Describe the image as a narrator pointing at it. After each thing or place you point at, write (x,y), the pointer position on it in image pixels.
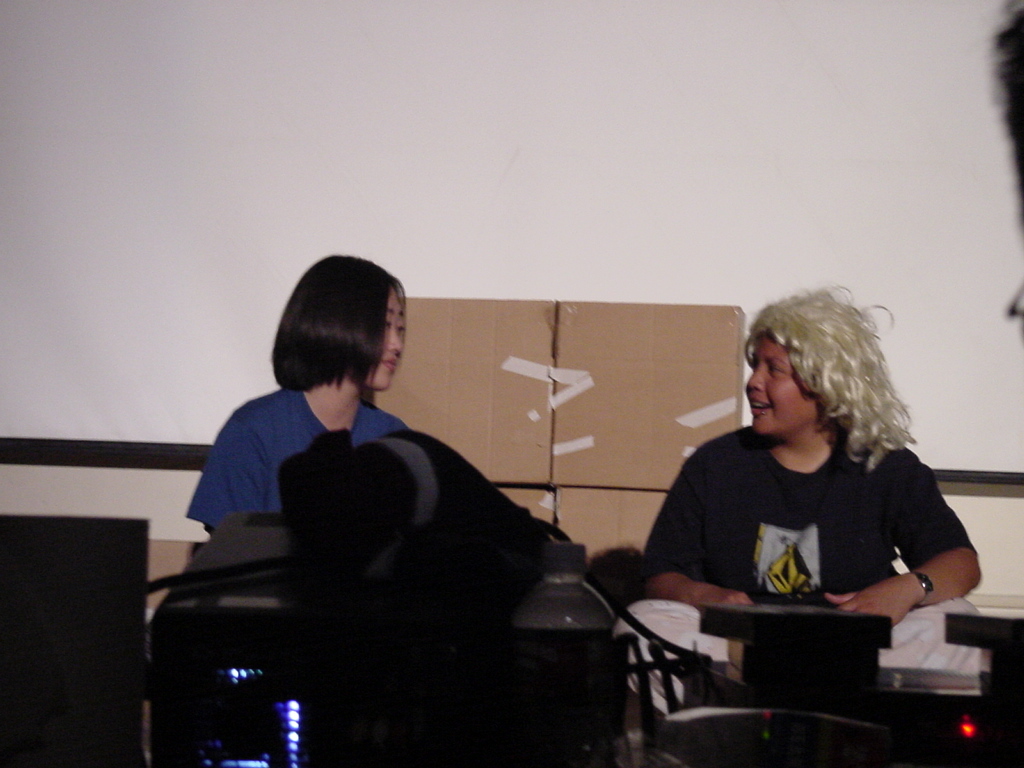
Here we can see two people (855,466). Backside of these two people (741,453) there are cardboard boxes (599,388) and wall (487,189). In-front of them there is a device (230,610), bottle (550,628) and things (119,560).
